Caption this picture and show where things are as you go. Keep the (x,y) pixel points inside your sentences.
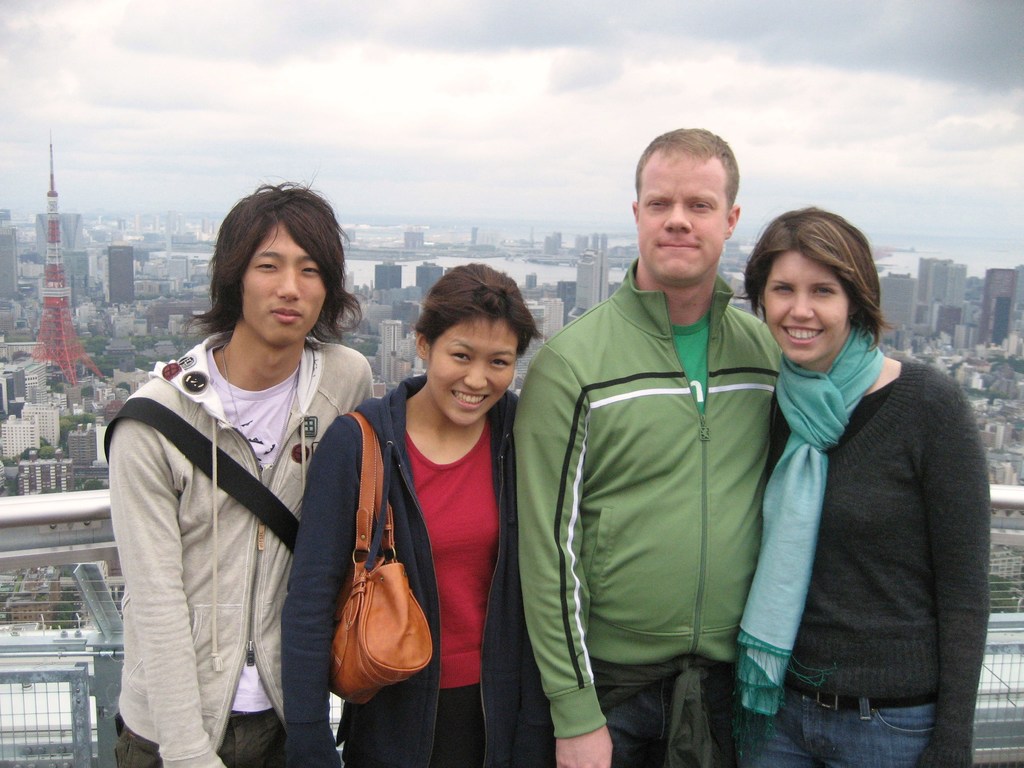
In this image we can see a group of four people (532,529). There are many trees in the image. There is a sea (976,244) in the image. There are many buildings (127,281) and skyscrapers (109,289) in the image. There is a fence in the image. There is a sky (590,71) in the image.
